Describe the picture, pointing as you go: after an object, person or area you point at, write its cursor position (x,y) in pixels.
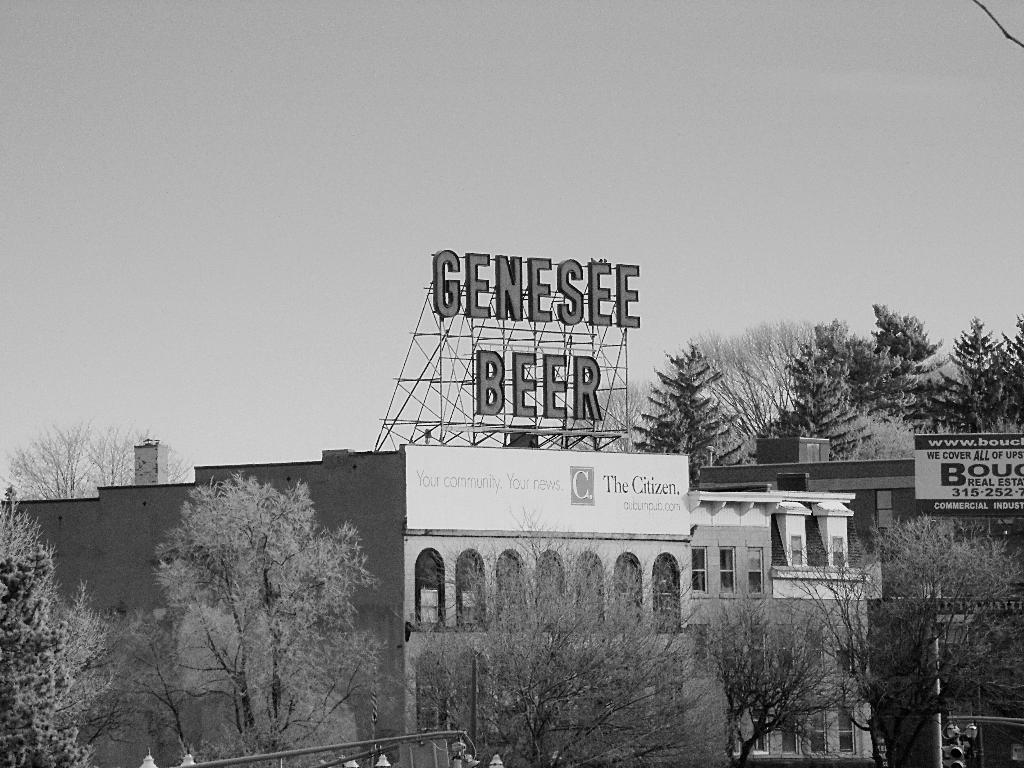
Bottom of the image (455,751) few traffic lights (958,749) are attached to the poles (968,722). There are few trees (350,679). Behind there are few buildings (481,610). Right side (1007,385) there are few trees (787,419). A board (927,477) is attached to the building (878,499). Top of the image (423,113) there is sky (221,186).
